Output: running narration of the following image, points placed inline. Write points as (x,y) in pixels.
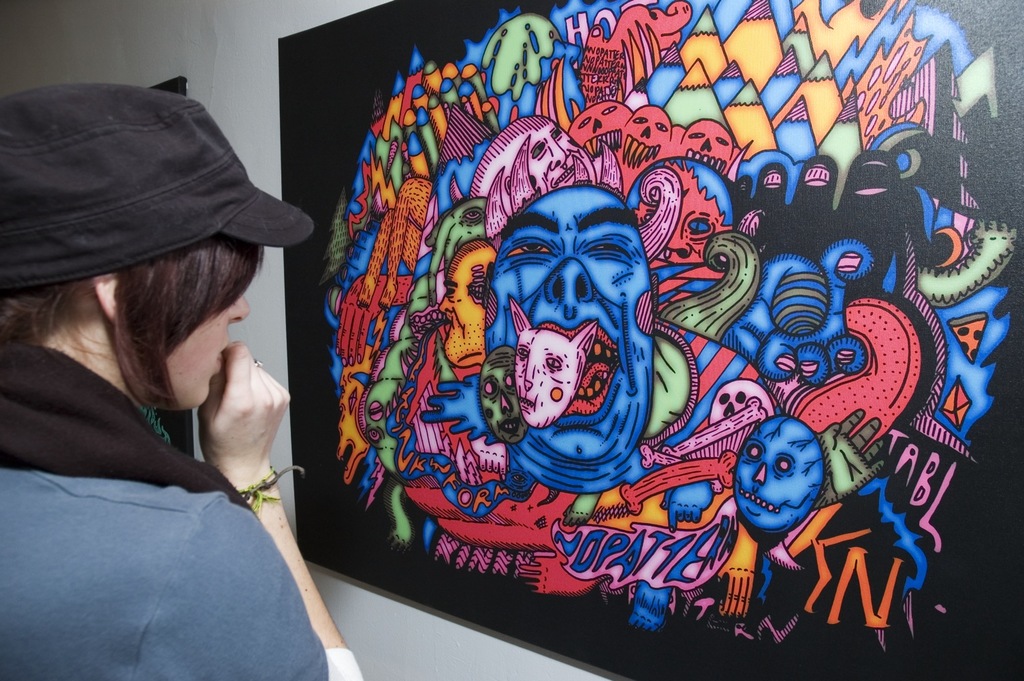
In this picture I can see a woman (25,289) wearing cap (72,240) and standing in front of the board (508,322) to the wall (272,284), on which I can see painting (583,315) on the board (583,315).
